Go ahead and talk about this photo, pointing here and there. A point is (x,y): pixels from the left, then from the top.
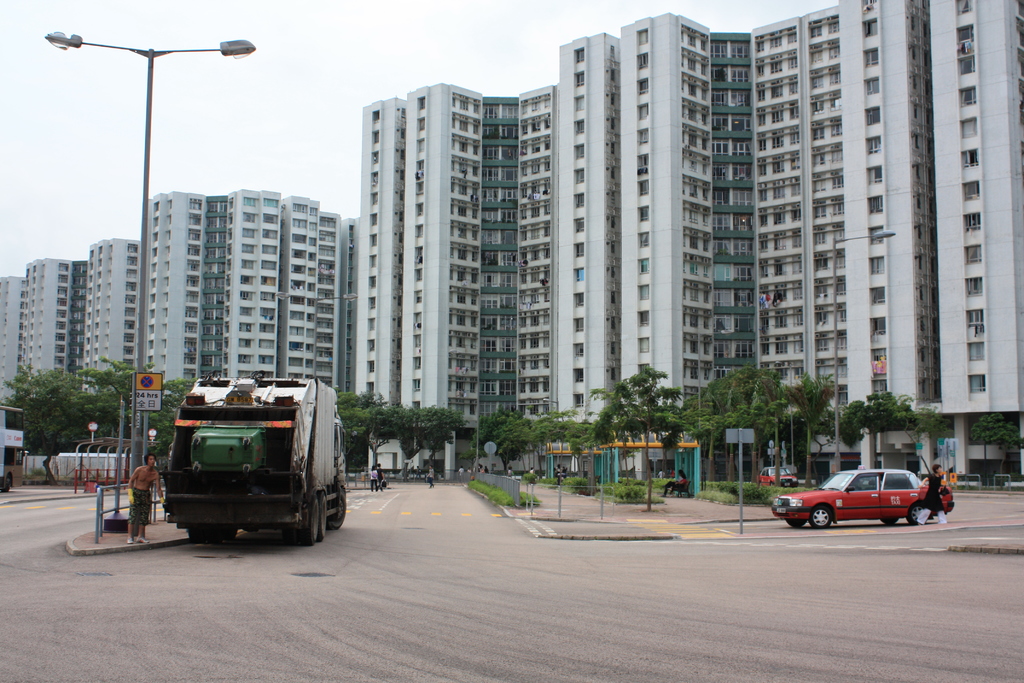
In this image we can see group of vehicles (303,479) parked on the road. On the left side of the image (146,401) we can see a sign board (148,382), light pole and a person (144,509) standing on the path (118,539), metal barricade (104,505). On the right side of the image (943,496) we can see a person (928,494) wearing black dress (927,506). In the background (808,463), we can see a group of trees (634,428), buildings (532,299) with windows (780,215) and the sky (360,42).
